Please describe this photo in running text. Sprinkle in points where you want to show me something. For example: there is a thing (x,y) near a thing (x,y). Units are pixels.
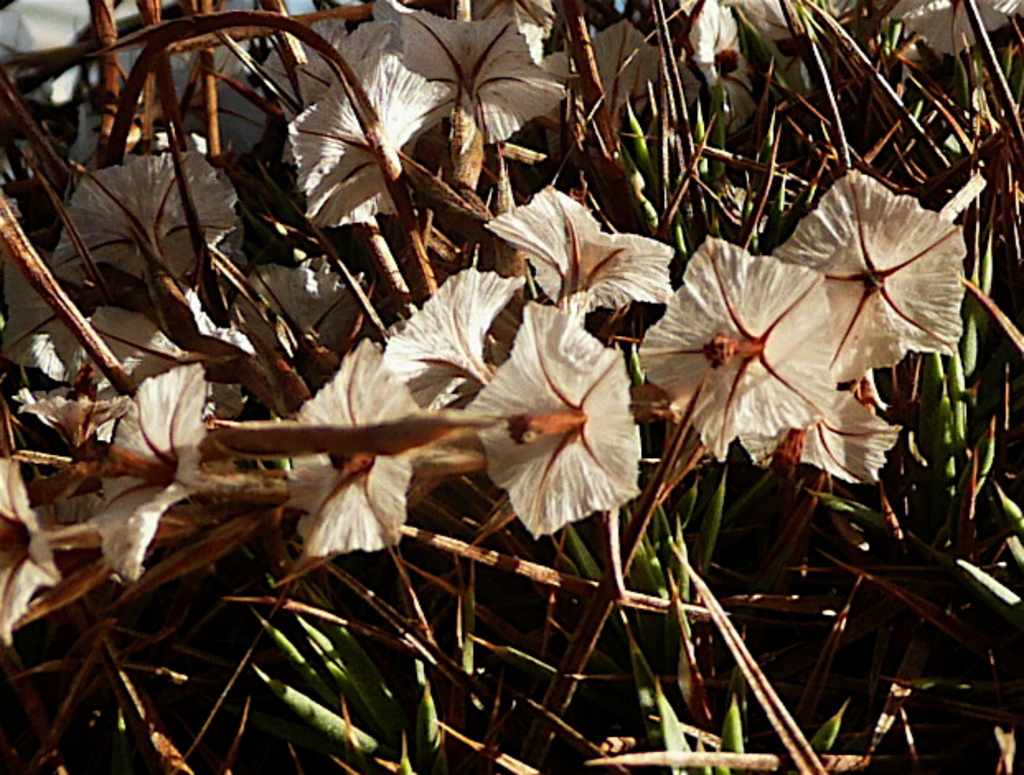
In this picture we can see white flower (606,497) on the plant (762,606). At the bottom (646,556) we can see the leaves (354,683). In the background (158,102) there are dry stems (149,102).
